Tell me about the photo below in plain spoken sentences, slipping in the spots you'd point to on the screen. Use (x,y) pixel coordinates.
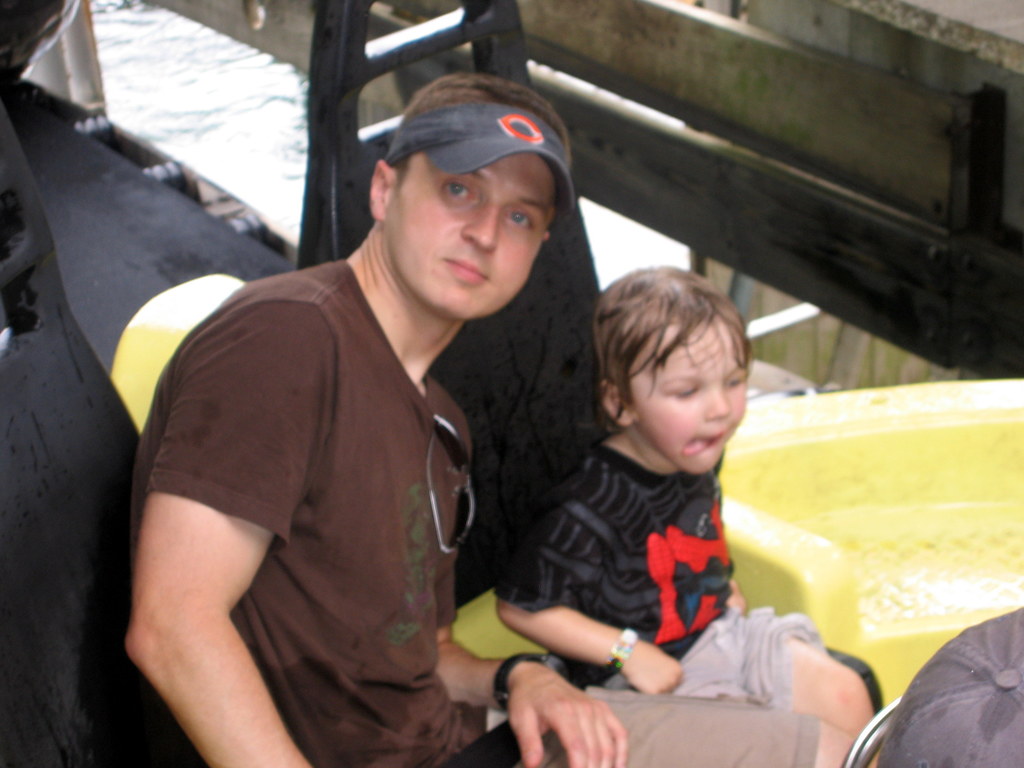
In this picture I can see there is a man (457,508) and a boy (676,499) sitting and the man (488,240) is wearing a cap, brown t-shirt (457,479) and goggles (448,450) and a watch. There is a black color frame (414,44) here and there is water (206,140) in the backdrop (234,125).
